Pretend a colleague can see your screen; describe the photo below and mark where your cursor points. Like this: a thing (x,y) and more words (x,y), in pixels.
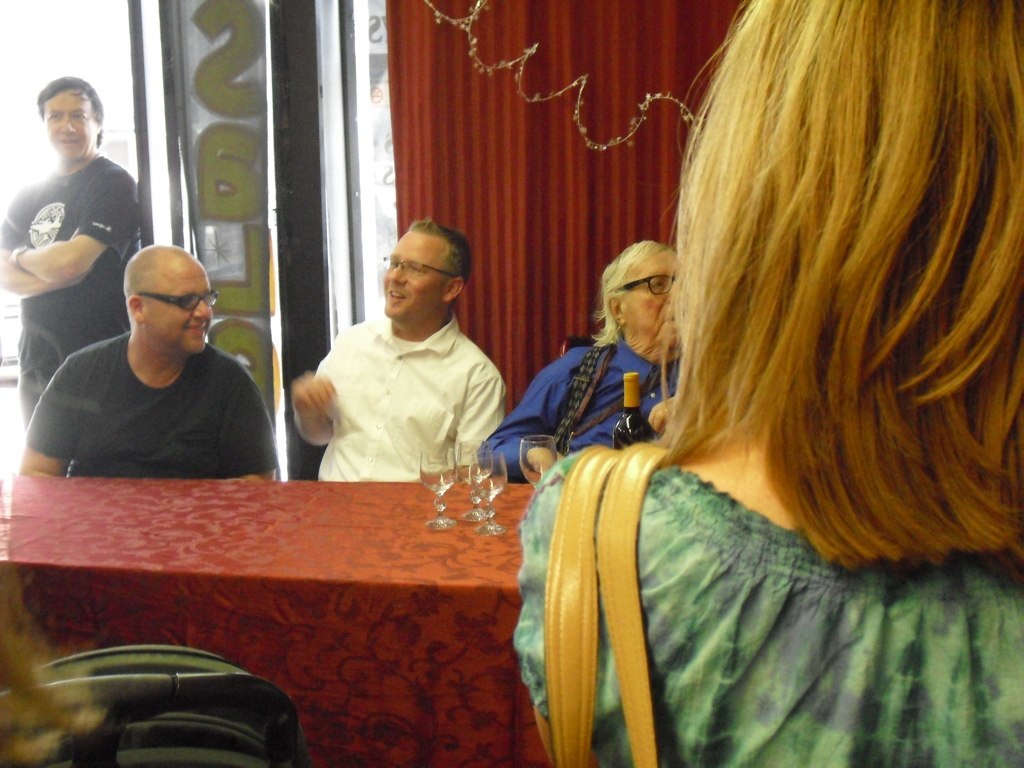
In this image I can see few people (841,192) where a man (113,269) is standing and few are sitting. I can also see few people (649,257) wearing specs (652,287). Here on this table (416,559) I can see few glasses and a bottle (617,429).
